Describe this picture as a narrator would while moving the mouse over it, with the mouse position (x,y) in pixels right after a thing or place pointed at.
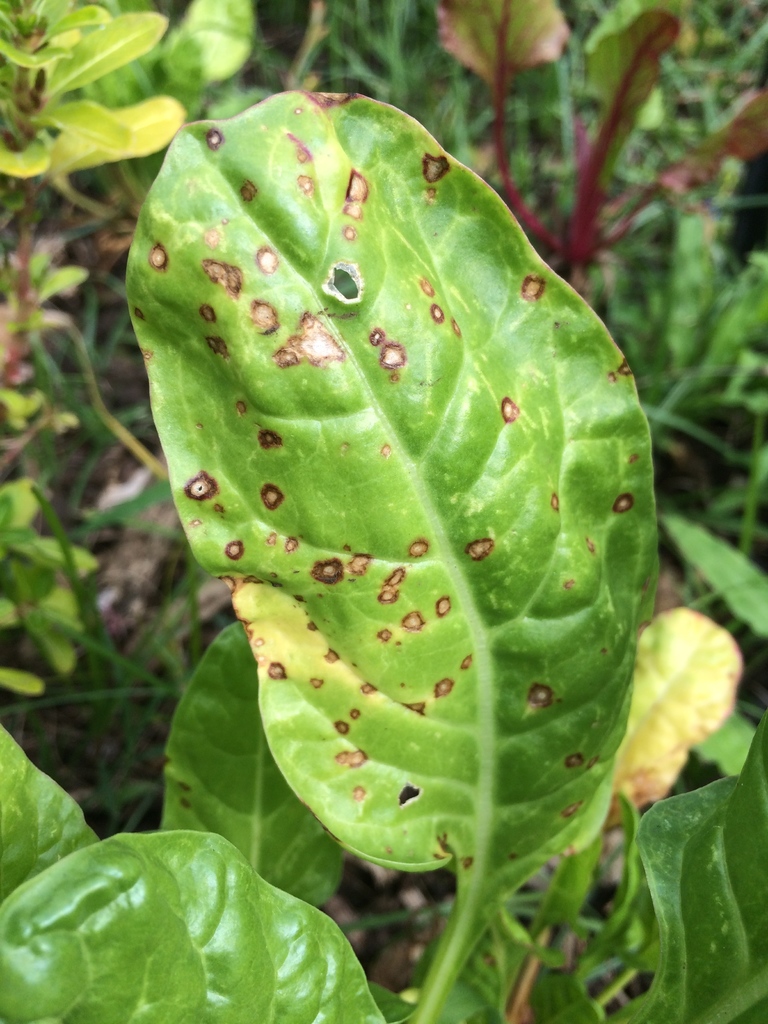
In this picture we can see few plants (333,464) and leaves (237,679).
